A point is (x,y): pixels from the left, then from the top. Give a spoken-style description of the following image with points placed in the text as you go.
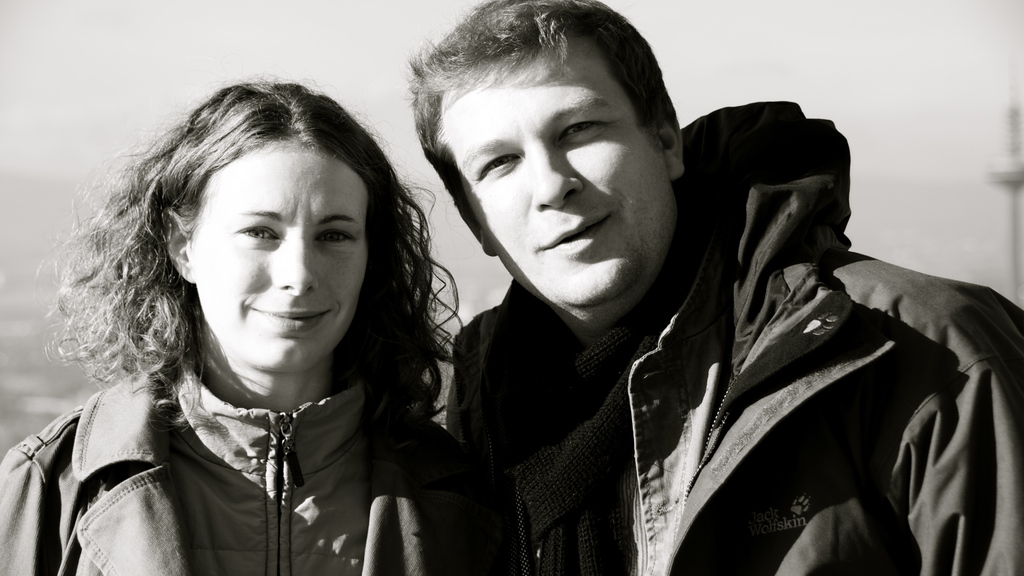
In this image we can see two persons (331,337) are standing, and smiling, here it is in black and white.
